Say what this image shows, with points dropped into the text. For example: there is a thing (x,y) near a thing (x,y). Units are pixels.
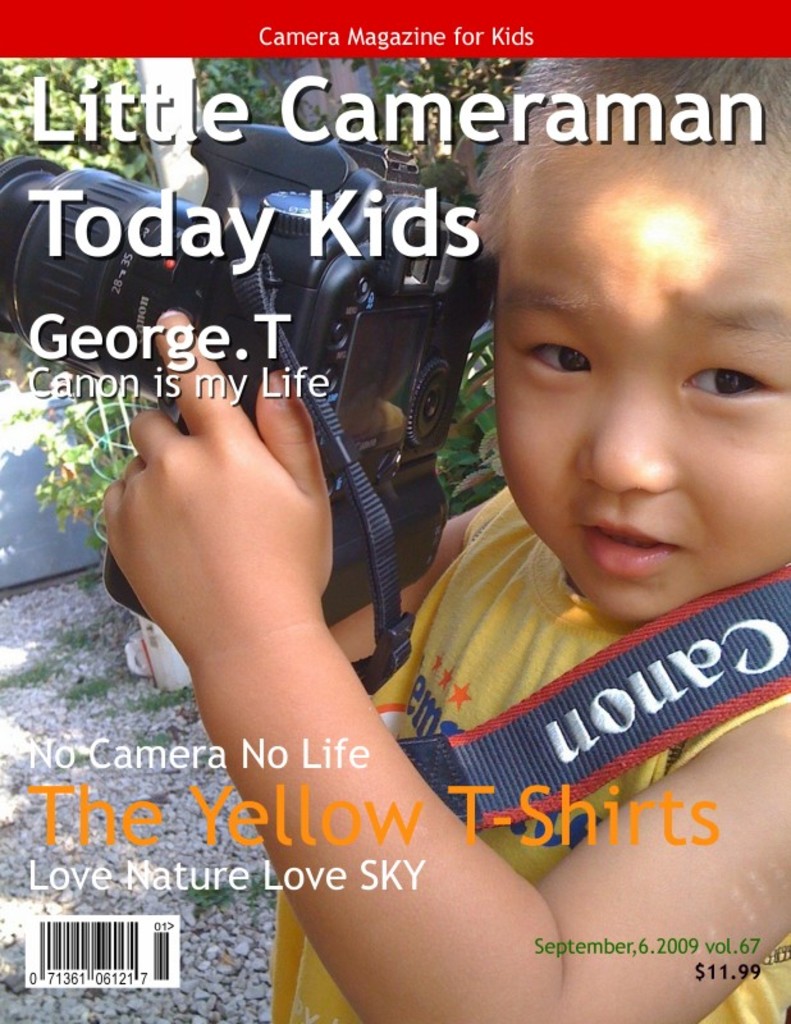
In this image I can see a child (606,408) holding the camera (245,341). He is wearing yellow and blue color t-shirt (471,659). Back Side I can see trees (97,81).
